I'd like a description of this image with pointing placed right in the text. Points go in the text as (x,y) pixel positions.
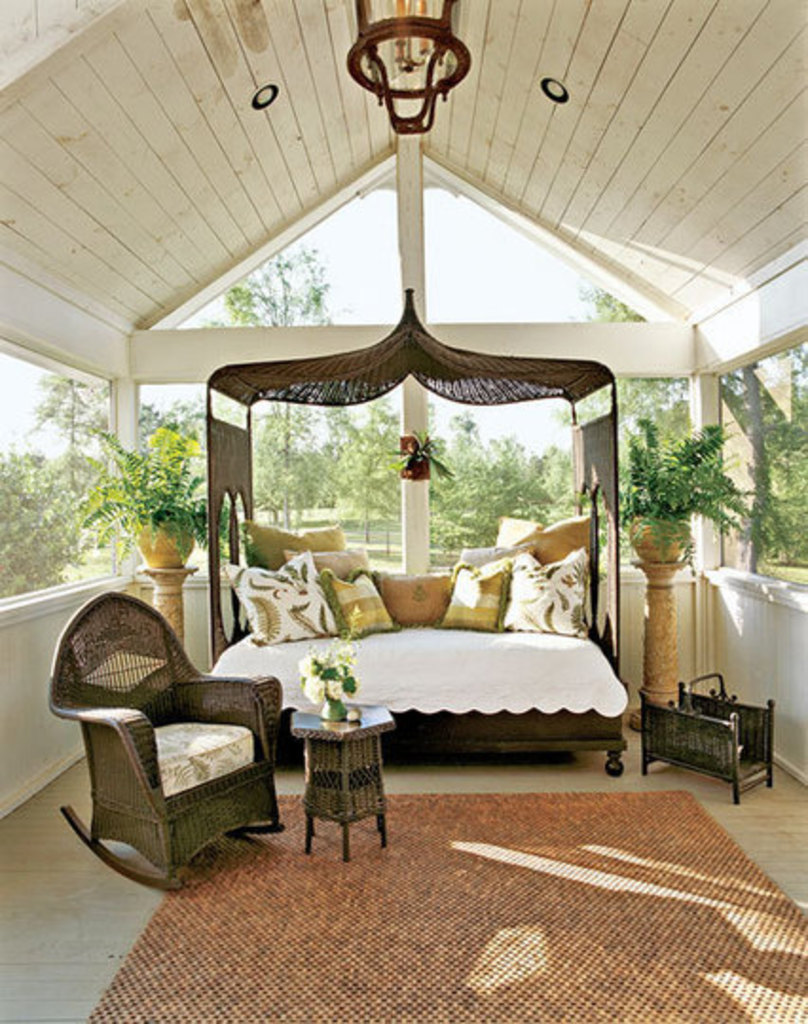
In this picture I can see the floor (7,1010), on which there is a carpet (480,842) and in front of this picture, I can see a chair (115,711) and a table (358,736), on which there are few flowers (335,649). In the middle of this picture (289,661) I can see the bed (541,655), on which there are few cushions (280,608) and I can see 2 plants (676,499). In the background (359,516) I can see the sky (388,311) and number of trees (200,405).
